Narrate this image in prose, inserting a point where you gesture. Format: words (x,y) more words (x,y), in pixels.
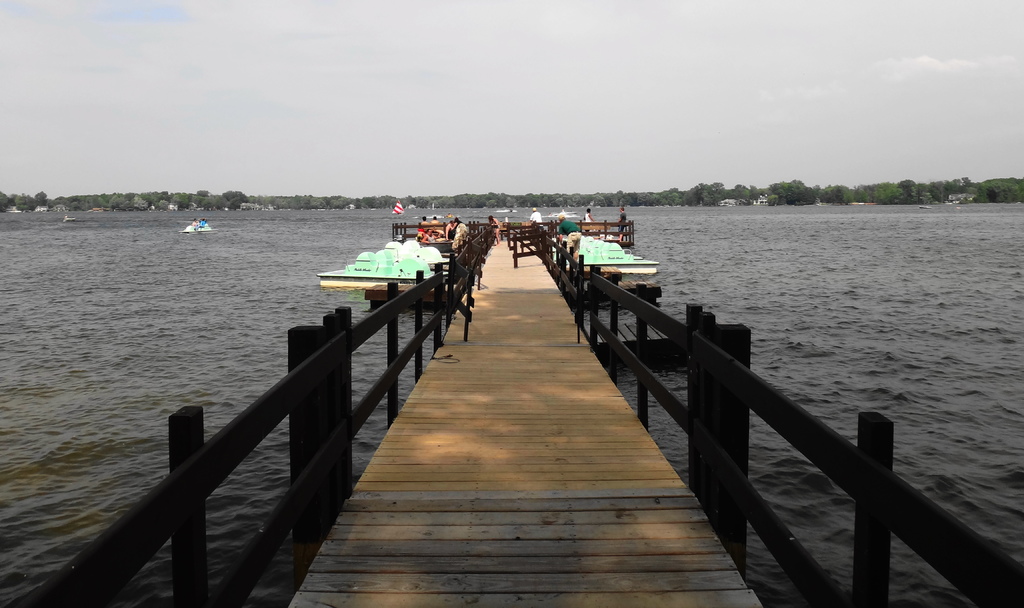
In this image we can see a few boats (389,276) on the river (727,274), there is a wooden path (546,335), there are railings (523,231), there are few people (454,216), also we can see the trees (445,201), and the sky (550,101).
